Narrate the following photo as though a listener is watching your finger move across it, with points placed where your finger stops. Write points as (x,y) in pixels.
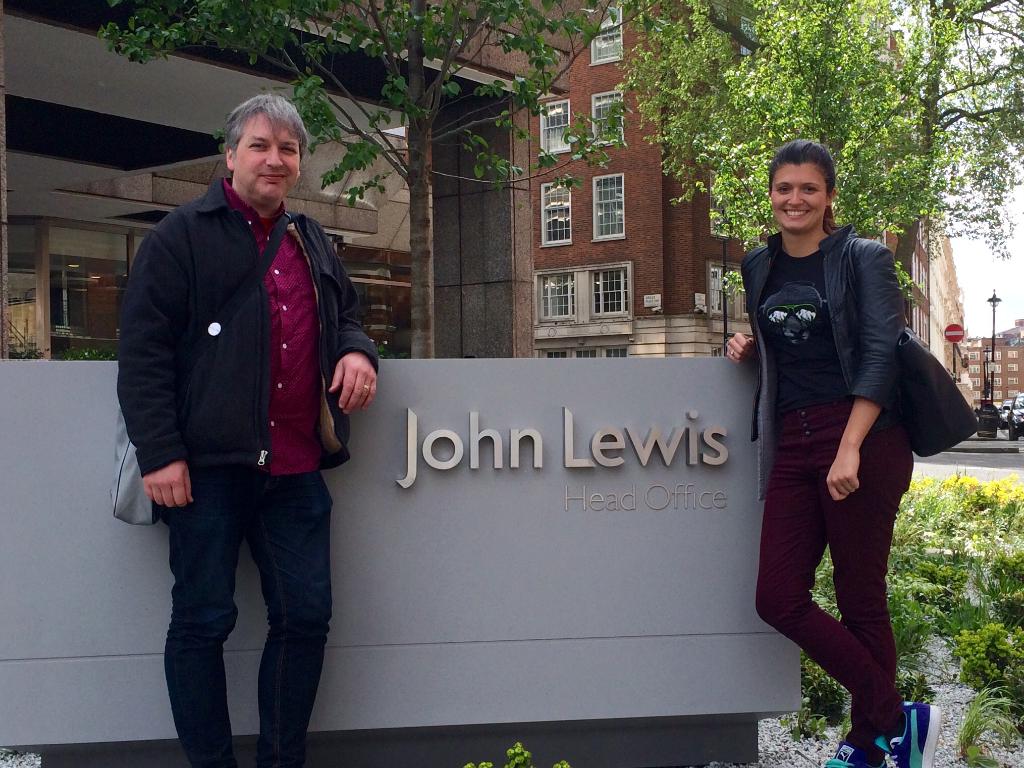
In this image there are two persons (821,289) standing on either side of the wall (564,510). On the wall (552,452) there is some text (645,457). In the background (581,207) there is a tall building (566,262) with the windows (569,217). On the ground (967,567) there are small plants (967,650). In the background (985,519) there are small plants (1003,689). On the right side (818,329) there is a woman (861,353) and on the left side (234,335) there is a man (185,379).
